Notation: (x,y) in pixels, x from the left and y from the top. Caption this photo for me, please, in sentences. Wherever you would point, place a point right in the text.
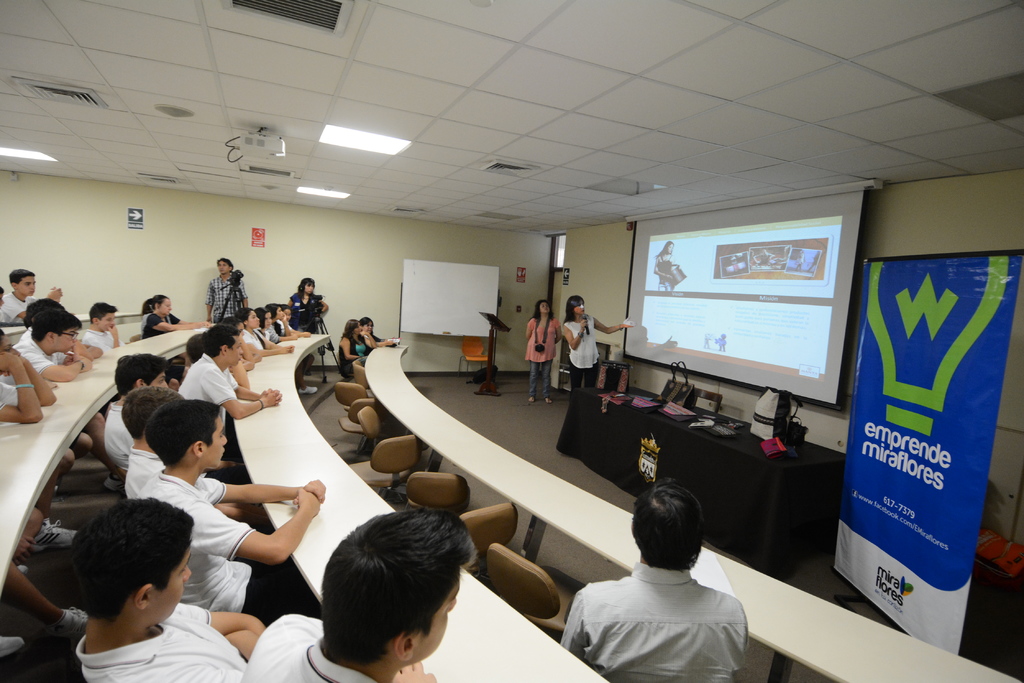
In the picture we can see a hall (873,631) with benches (449,651) and chairs (426,477) on the chairs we can see some people (143,581) are sitting and they are in a white T-shirts (20,299) and two people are standing and near them we can see cameras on the tripods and in front of them we can see a desk (805,528) and some bags (793,397) on it and beside it we can see a woman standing and talking in a microphone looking to the screen (821,397) and behind her we can see one woman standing and in the background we can see a wall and a white color board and to the ceiling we can see some lights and a projector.
